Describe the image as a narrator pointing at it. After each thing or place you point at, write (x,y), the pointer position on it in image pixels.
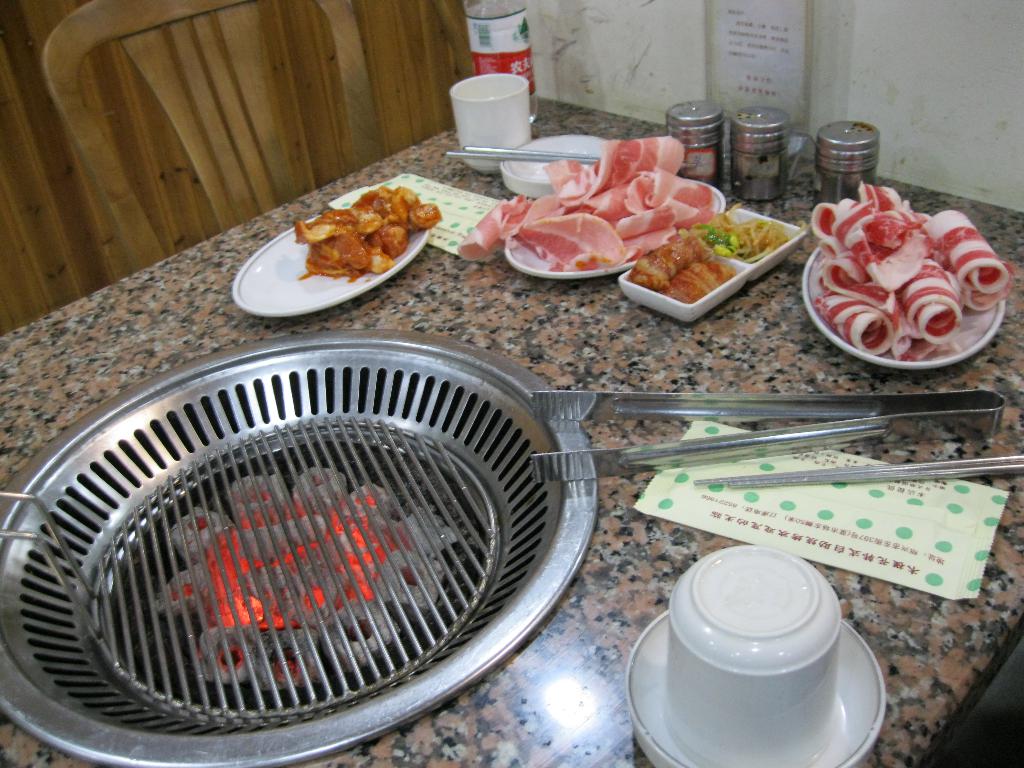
In this picture we can see plates (589,276) with food items (889,233) on it, bottle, bowls (738,218), jars (855,148), cup (510,90), cards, tong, burner flame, chair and in the background (693,72) we can see the wall (666,67).
